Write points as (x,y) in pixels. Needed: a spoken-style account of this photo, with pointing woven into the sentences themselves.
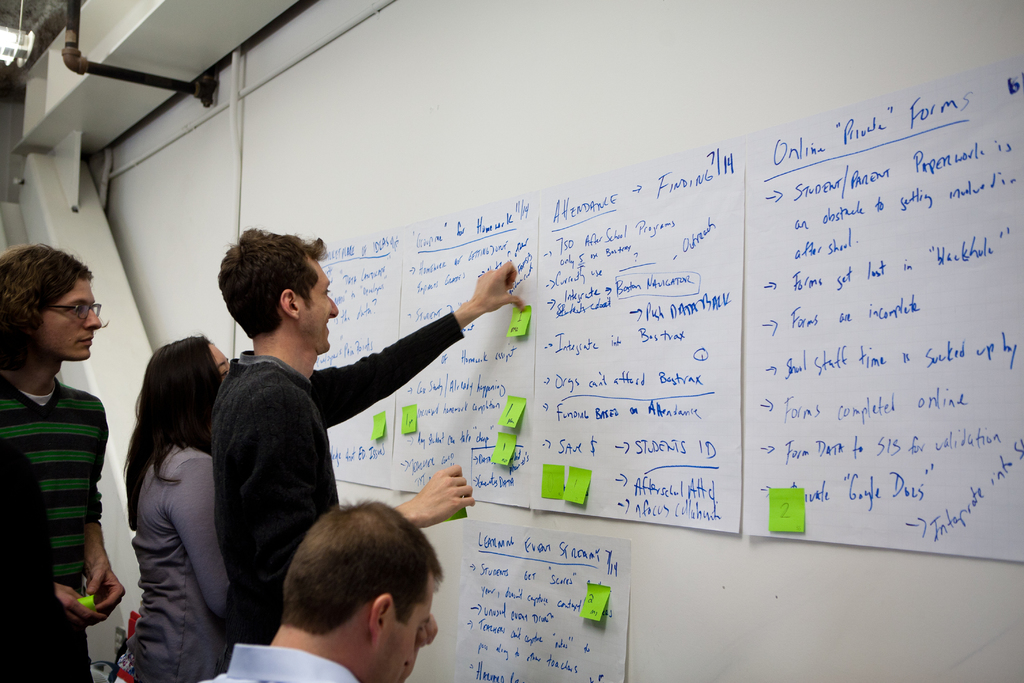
In this image there are a few people (202,506) standing. In front of them there is a wall (527,135). There are charts (496,465) and papers (566,495) sticked on the wall (588,125). There is text (796,197) on the charts (637,359). In the top left (126,73) there are pipes (71,38) and a light (18,45) to the ceiling (49,24).
